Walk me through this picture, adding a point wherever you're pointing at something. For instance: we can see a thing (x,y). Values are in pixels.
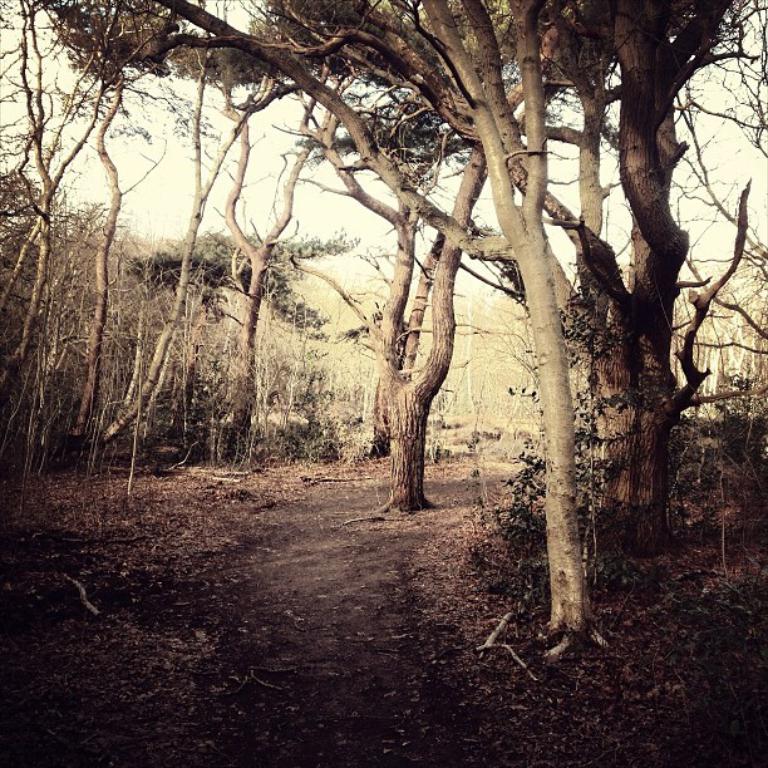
In this image I can see the dried leaves (204,644) and the sticks (266,670) on the ground (263,626). In the background (369,437) I can see many trees (360,342) and the sky (369,224).
